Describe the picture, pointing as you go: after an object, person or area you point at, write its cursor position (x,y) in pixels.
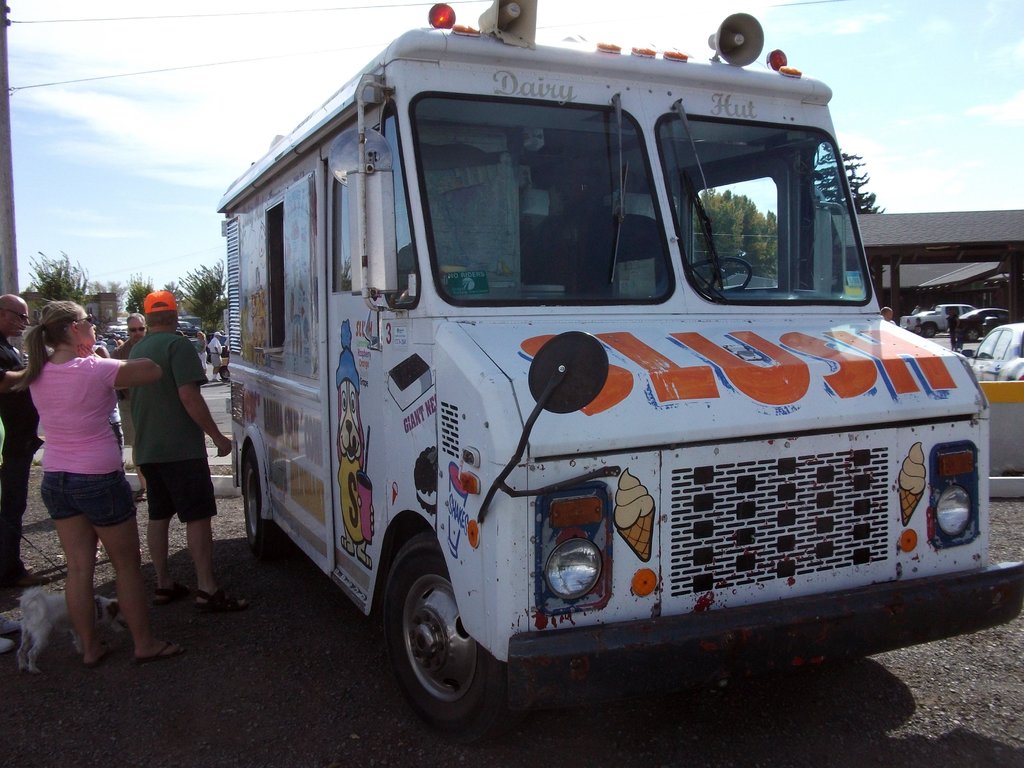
In this image I can see a truck (706,339). There are group of people (70,580), there are trees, vehicles (934,321), buildings (906,311) and there is a shelter (906,311). There is a dog (36,618), a pole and in the background (208,146) there is sky (50,138).
